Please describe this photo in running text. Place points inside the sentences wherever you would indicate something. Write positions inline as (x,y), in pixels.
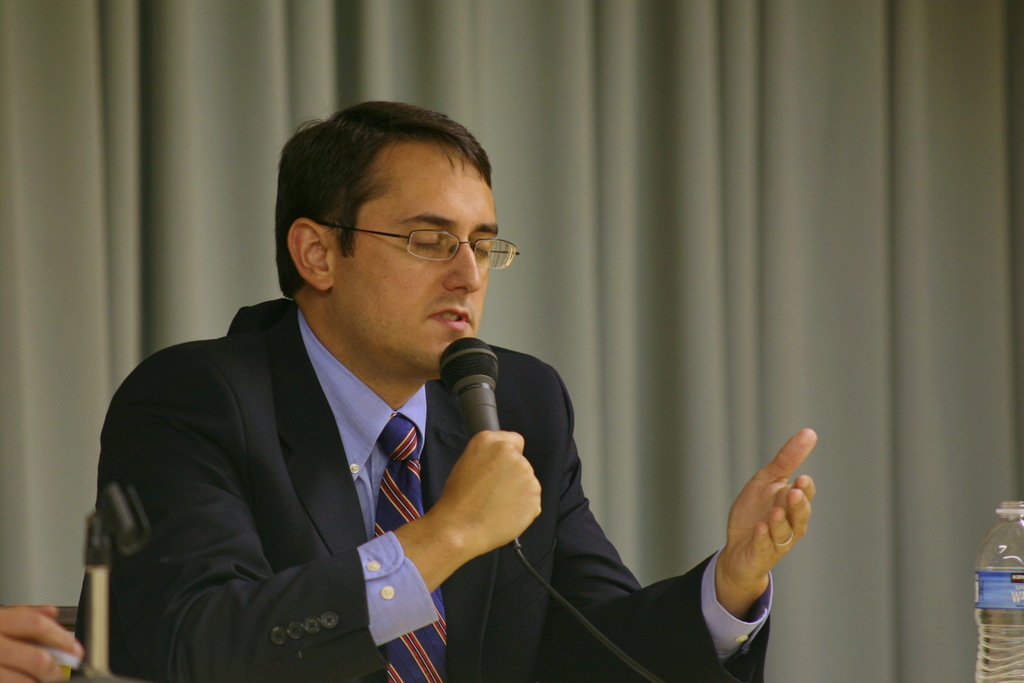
In this image there is a man (374,524) in the center (481,401) holding a mic (489,401) and speaking. On the right side (1003,631) there is a bottle (1017,614). In the background (668,263) there is a curtain (671,277). On the left side (53,635) there is a hand (27,640) of the person (33,640).
